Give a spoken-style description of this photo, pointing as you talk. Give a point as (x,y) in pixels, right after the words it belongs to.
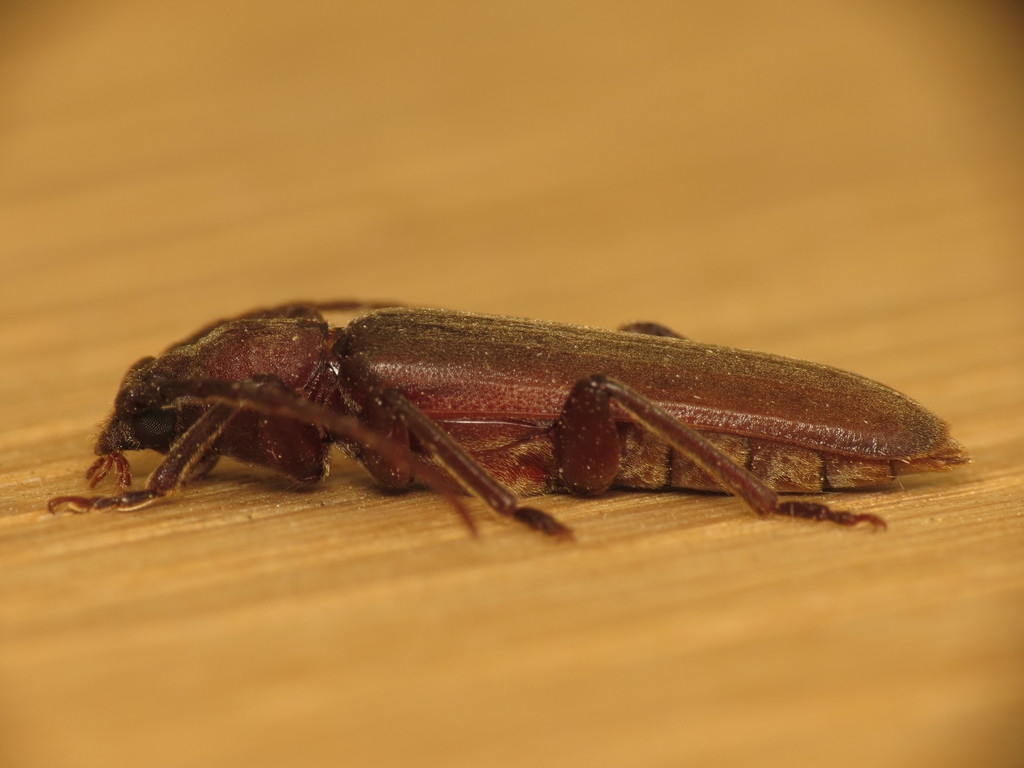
In this picture there is an insect (735,362), on a wooden surface (77,351). At the top (398,116) and the bottom it is blurred.
